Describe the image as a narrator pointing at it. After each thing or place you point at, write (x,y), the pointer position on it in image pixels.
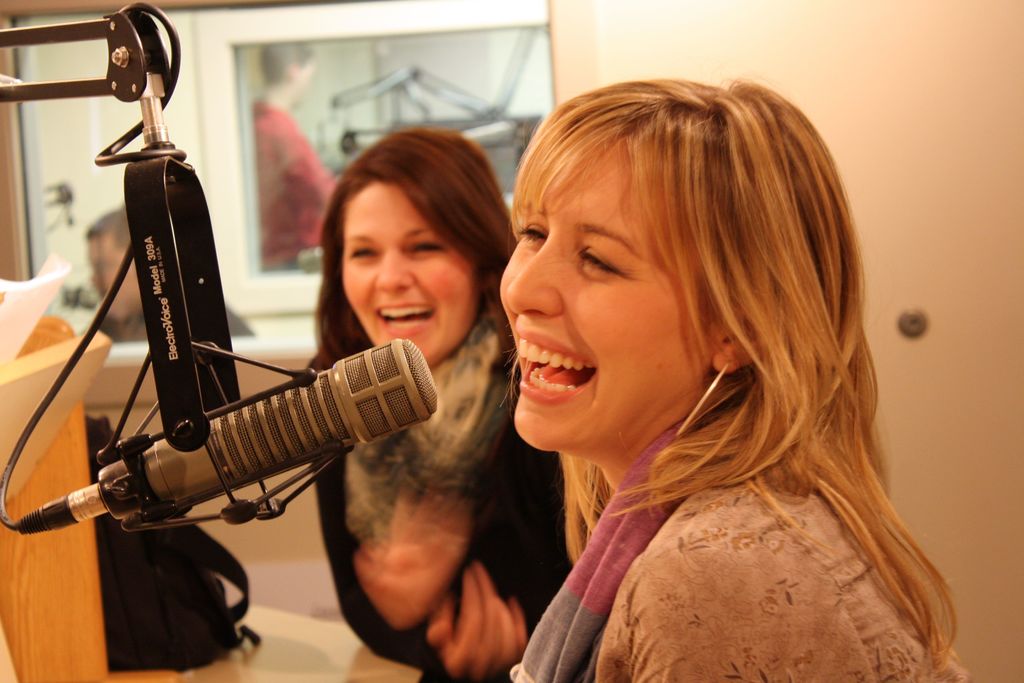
In this image we can see two women (506,546) sitting and smiling. Here we can see a mic (270,464) to the stand (312,474) and the wooden wall (20,594) here. In the background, we can see a glass window (252,242) through which we can see a few people (298,81) here.
